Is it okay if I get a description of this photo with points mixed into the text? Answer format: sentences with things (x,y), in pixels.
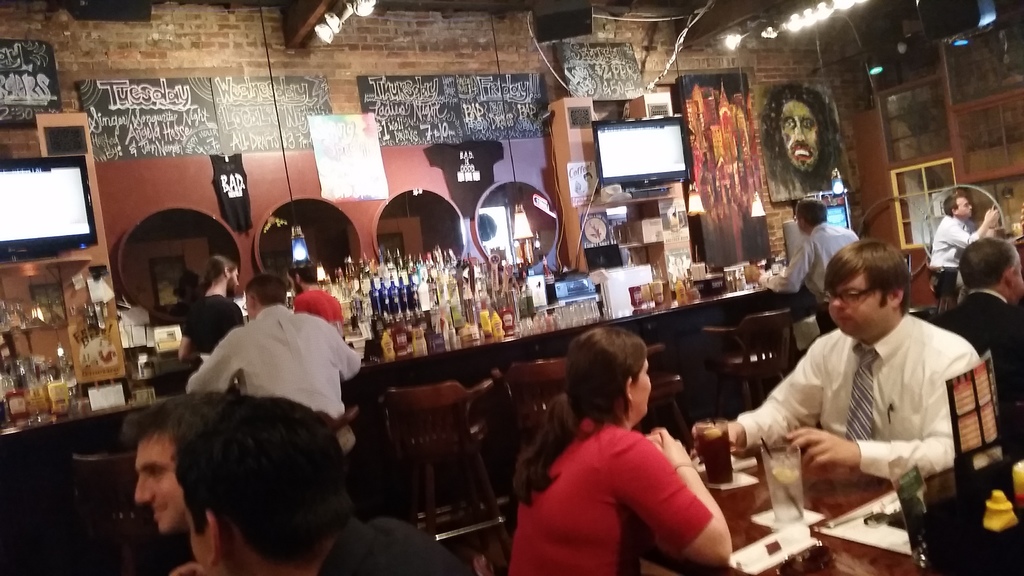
In this image we can see some group of persons (640,404) who are sitting on chairs (467,453) around tables (945,483) having some food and drinks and at the background of the image (364,286) there are some persons (202,307) standing behind the block (455,367) on which there are some bottles (402,303) glasses (3,373) and some food items (410,349), there are screens (651,131) and some paintings (794,114) attached to the wall (541,164).
